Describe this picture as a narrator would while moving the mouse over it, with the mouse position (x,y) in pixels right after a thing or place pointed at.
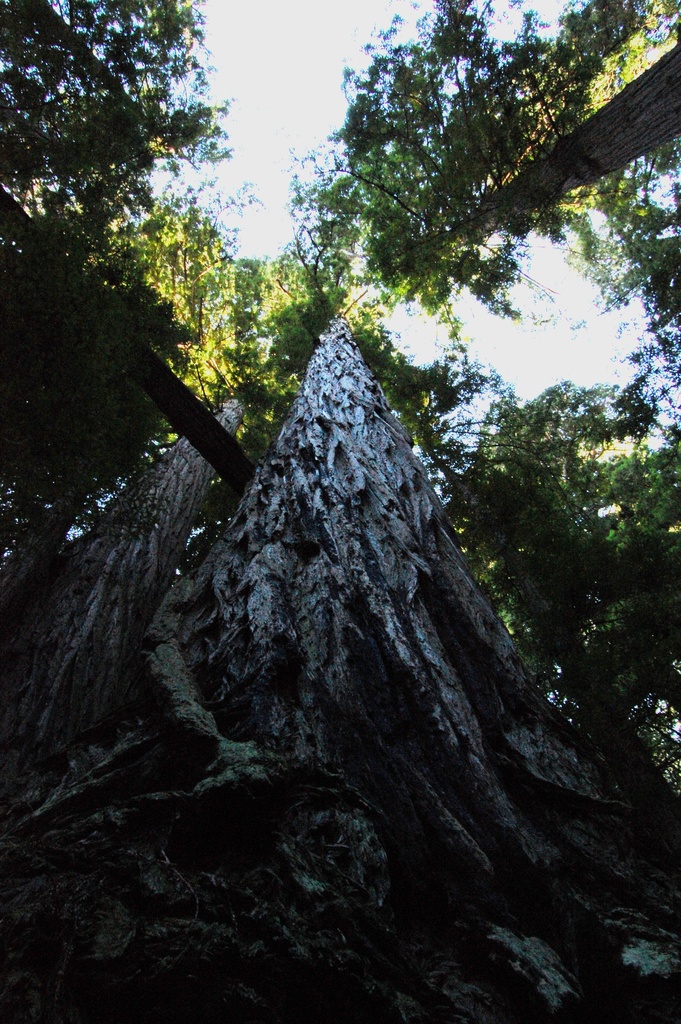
In this picture I can see few tall trees (461,458) and a cloudy sky (285,106).
